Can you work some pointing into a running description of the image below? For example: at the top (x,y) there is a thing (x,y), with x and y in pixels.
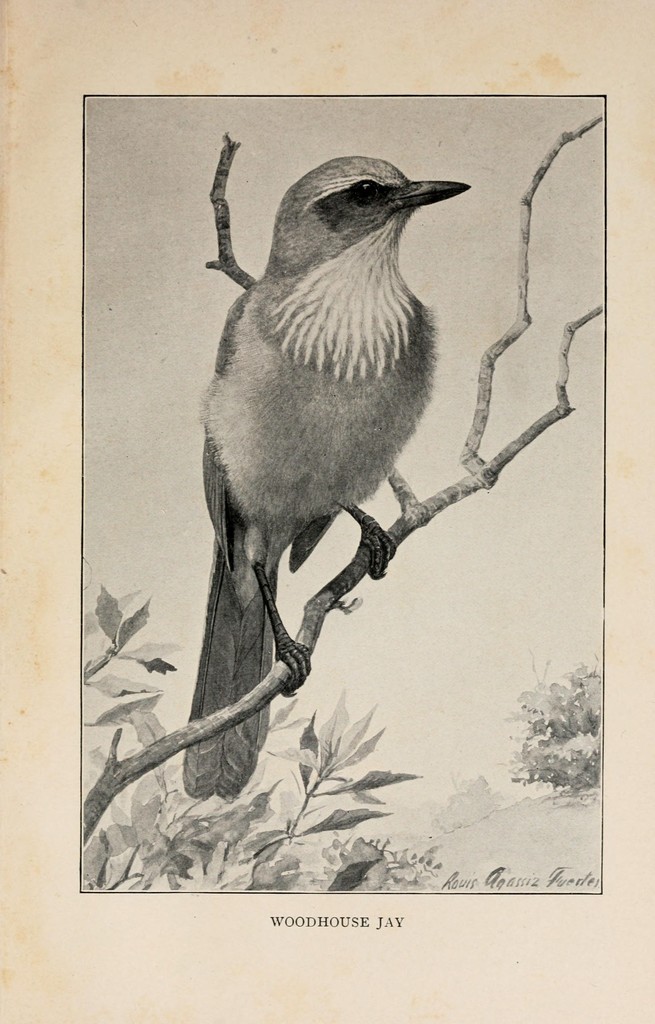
In this image there is a cover page (342,672). There is a bird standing on a branch (467,450). There are leaves (231,877).
